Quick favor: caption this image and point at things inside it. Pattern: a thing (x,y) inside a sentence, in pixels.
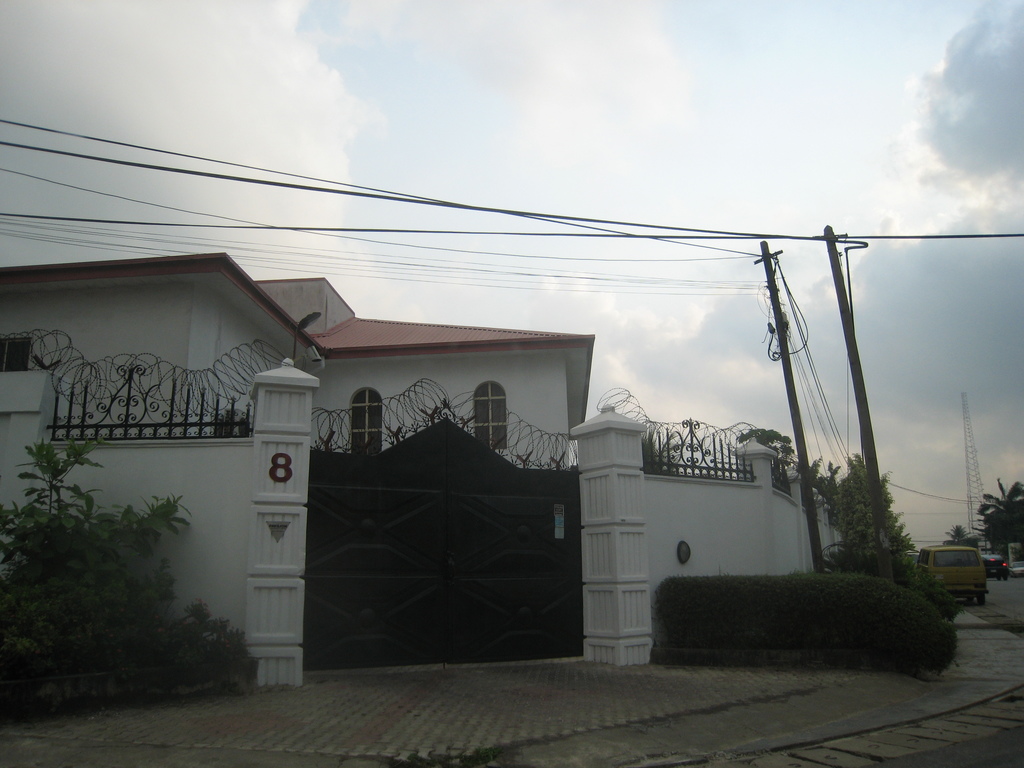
In this image I can see the building (484,375), windows (481,440), gate (486,457), trees (842,501), current poles (874,450), wires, tower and few vehicles (962,577) on the road (1005,597). I can see the sky (712,254).
